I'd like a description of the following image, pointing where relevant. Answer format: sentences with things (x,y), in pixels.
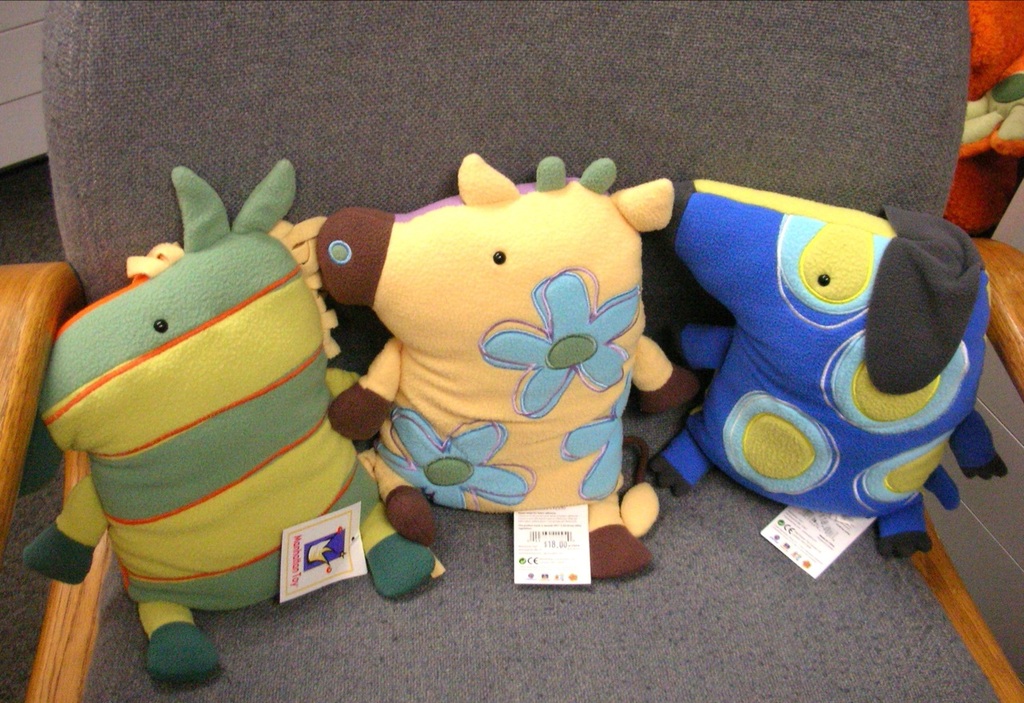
In this picture we can see a few toys (51,535) and tags (851,532) on a chair (530,46). There is an orange object (988,120) on the right side (991,127).
